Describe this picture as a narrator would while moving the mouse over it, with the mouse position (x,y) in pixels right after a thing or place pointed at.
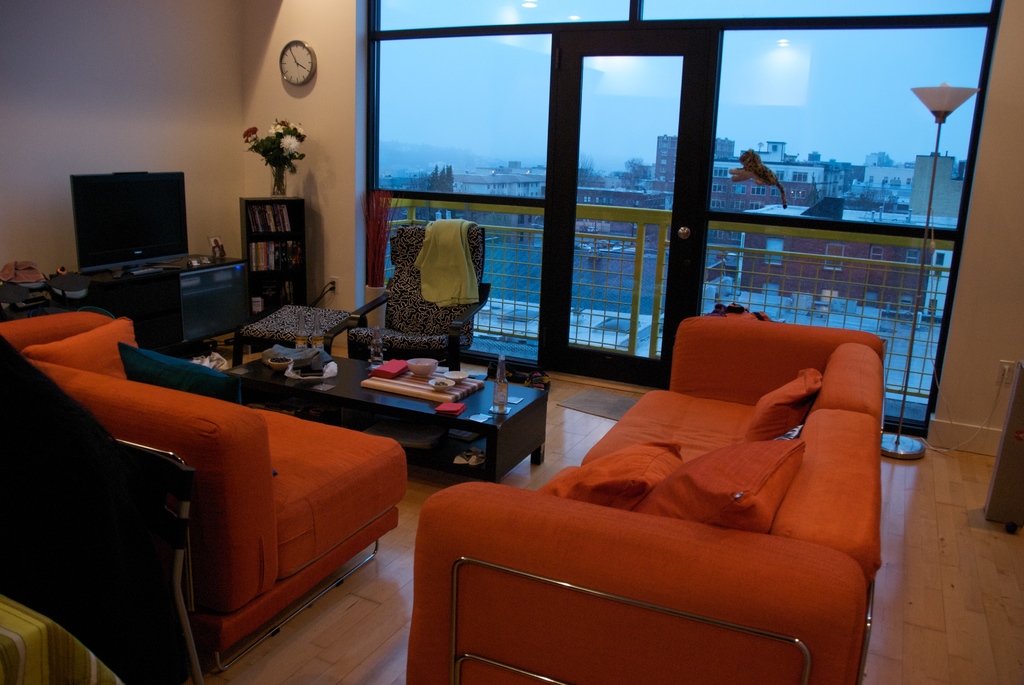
This picture is clicked inside a room (564,434). In the room (402,472) there are couches (304,424) with cushions (782,405) on it. There is a table (422,427) in front of it. On the table (343,403) there is a bottle (495,393), bowl (448,385) and boxes (391,375). To the left corner of the image (135,239) there is a television (147,245) on the table (199,281). Beside to it there is cupboard (275,235). There are books (266,263) in it and a flower vase (278,193) on it. There is a clock (291,69) on the wall (289,89). In the background (567,133) there is glass wall (526,131) and railing (596,268). Through the glass wall (605,277) sky (613,127) and buildings (647,195) can be seen. To the right corner of the image (929,203) there is lamp (940,101).
